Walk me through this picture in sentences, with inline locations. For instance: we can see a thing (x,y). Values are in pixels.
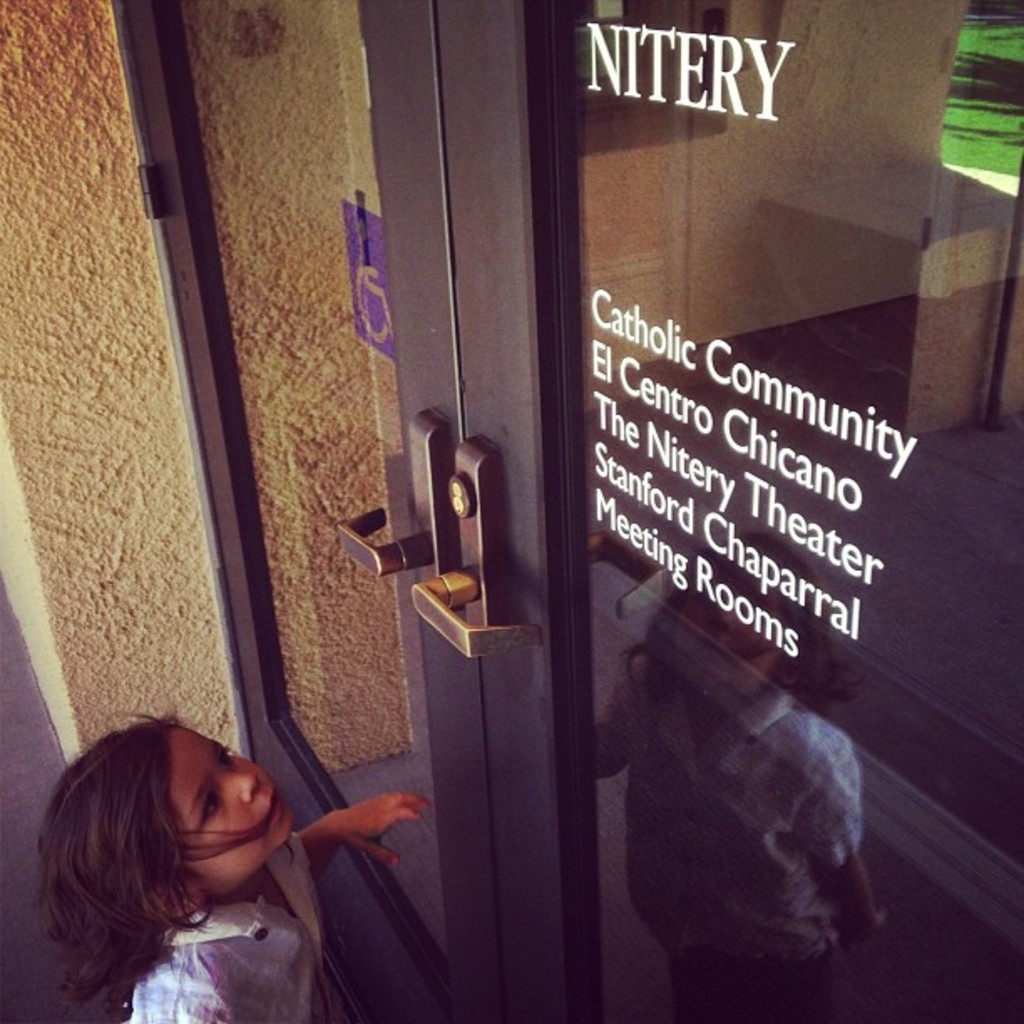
At the bottom of the image (184,835) there is a girl (169,874) and we can see a wall (89,286). There is a door (449,618).
